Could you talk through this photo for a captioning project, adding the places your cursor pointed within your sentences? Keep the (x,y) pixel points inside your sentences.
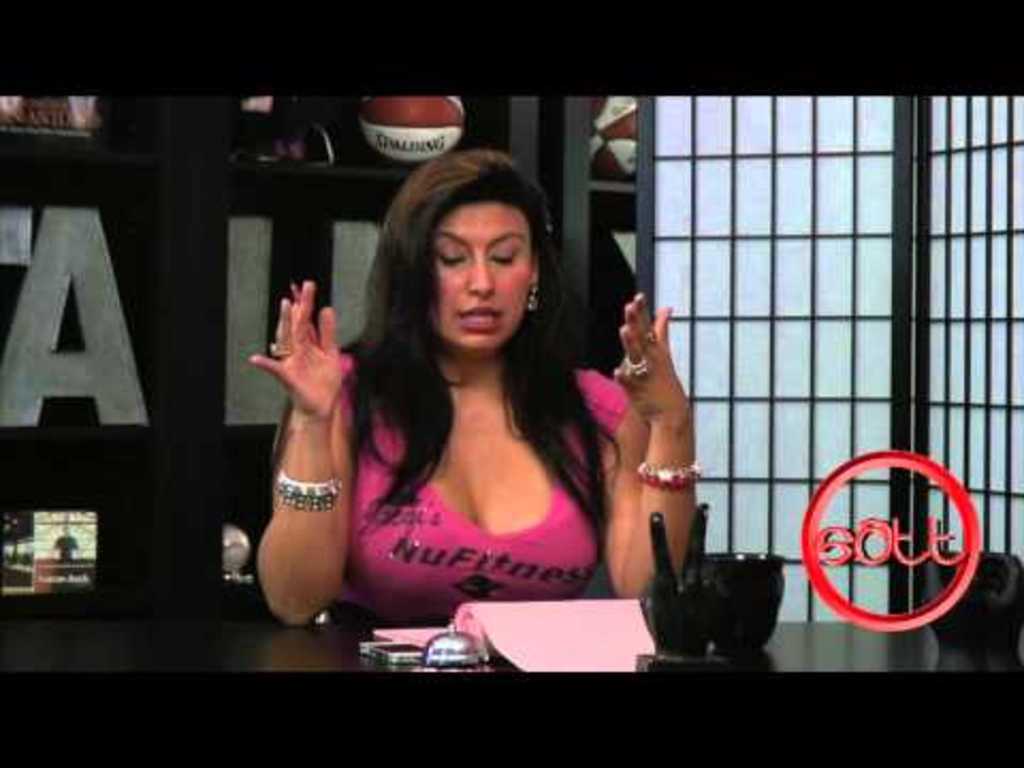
In this image in the center (518,330) there is one woman (518,385) sitting, in front of her there is a table (991,639). On the table (283,665) there are some papers (586,636) and some other objects (689,596). In the background (735,299) there is a window (698,172) and cupboards (138,170) and in the cupboards (102,195) there is ball (398,158) and some other objects (233,403).
